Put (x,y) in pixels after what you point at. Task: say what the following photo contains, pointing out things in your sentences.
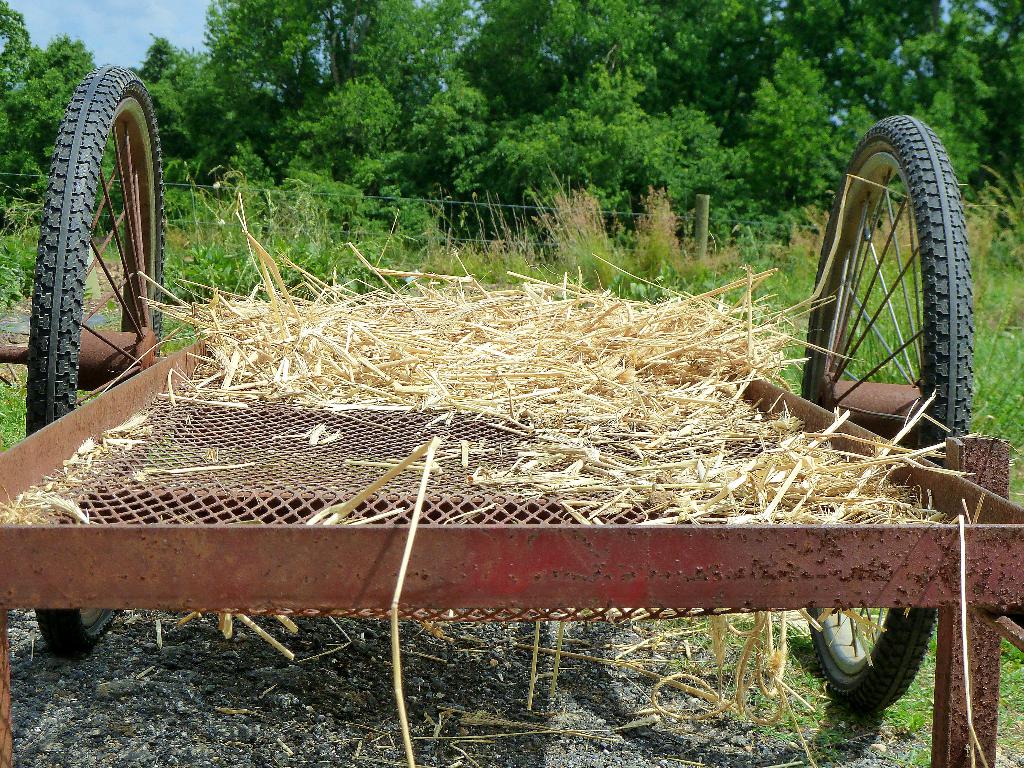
In this picture we can see chariot (641,561) with dry grass (311,368) In front (437,498) we can see iron grill (274,488) placed on the chariot (261,531). Behind we can see many green trees (302,132).
